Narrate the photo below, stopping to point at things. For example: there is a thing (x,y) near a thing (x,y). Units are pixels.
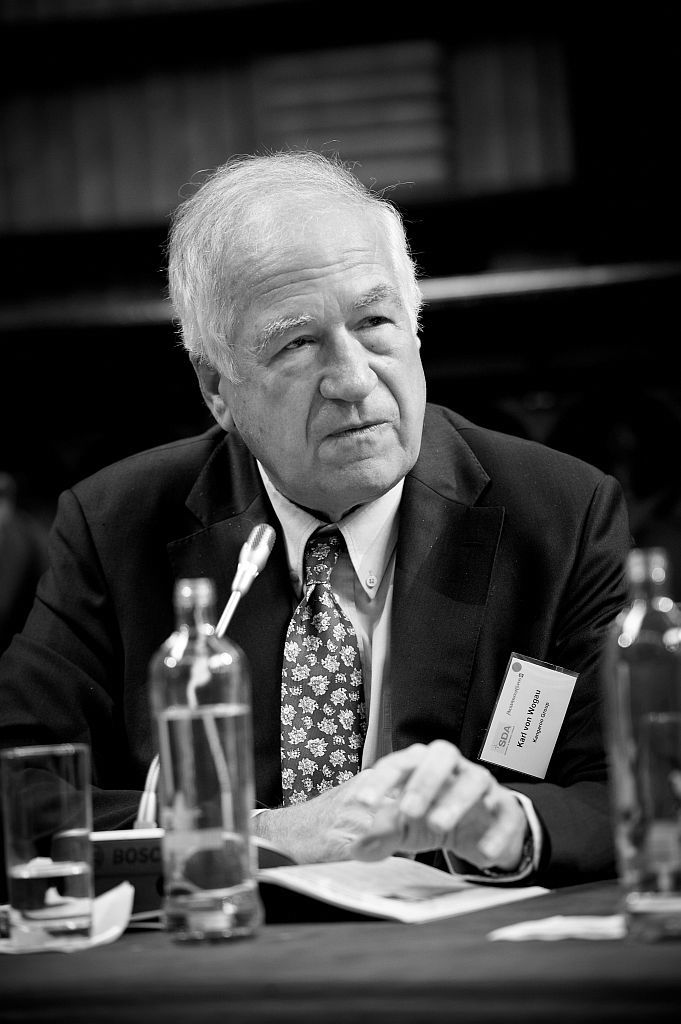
In this picture there is a man (90,634) sitting, he has a table (522,995) in front of him. There is a water bottle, water glass (9,759) and a book (526,884) kept on the table (388,937).
